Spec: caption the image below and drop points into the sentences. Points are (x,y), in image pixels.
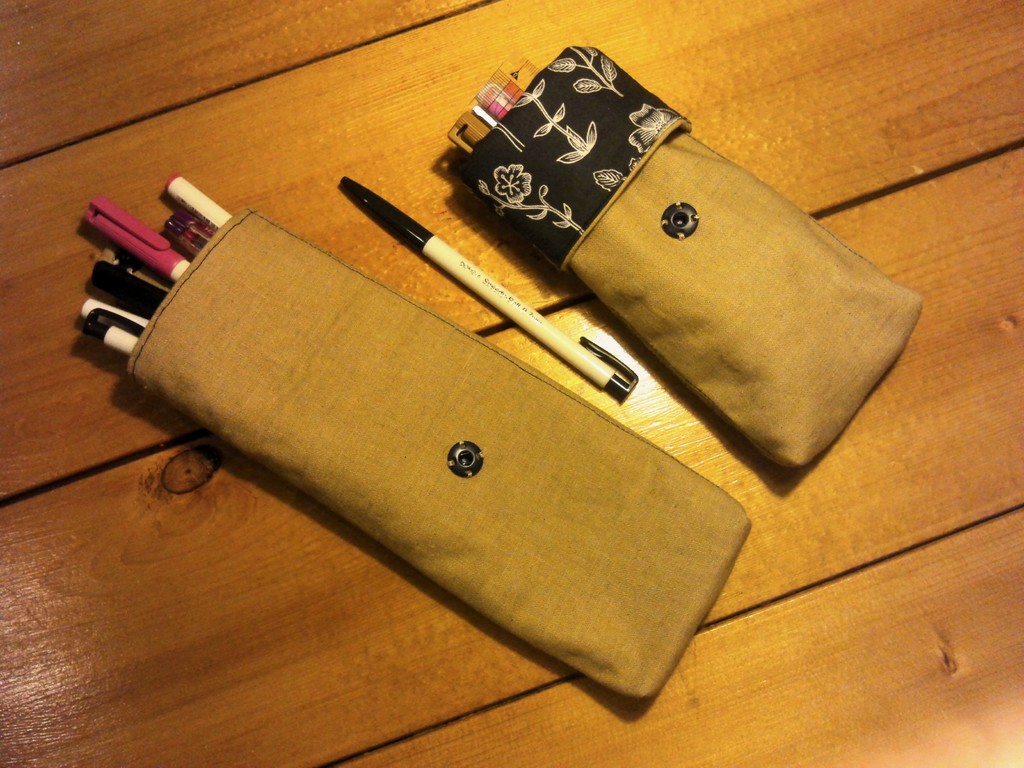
In this picture I can see few pens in the pouches (479,376), in the background (319,222) it looks like a wooden board (1018,242).
